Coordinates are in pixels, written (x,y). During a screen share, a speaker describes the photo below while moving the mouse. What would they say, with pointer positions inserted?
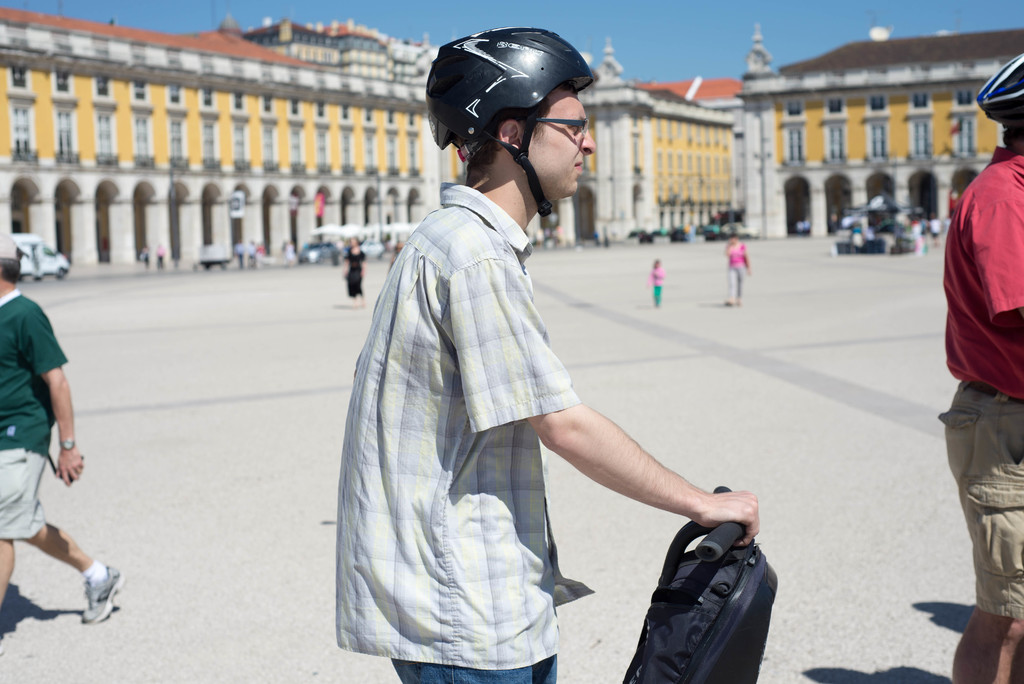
In the center of the image (540,375) there is a person (564,159) wearing a helmet (463,44) and holding a bag (667,663). In the background of the image (901,106) there is a building (98,43). There are cars (312,256). There are people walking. At the bottom of the image (225,641) there is road (218,661).
